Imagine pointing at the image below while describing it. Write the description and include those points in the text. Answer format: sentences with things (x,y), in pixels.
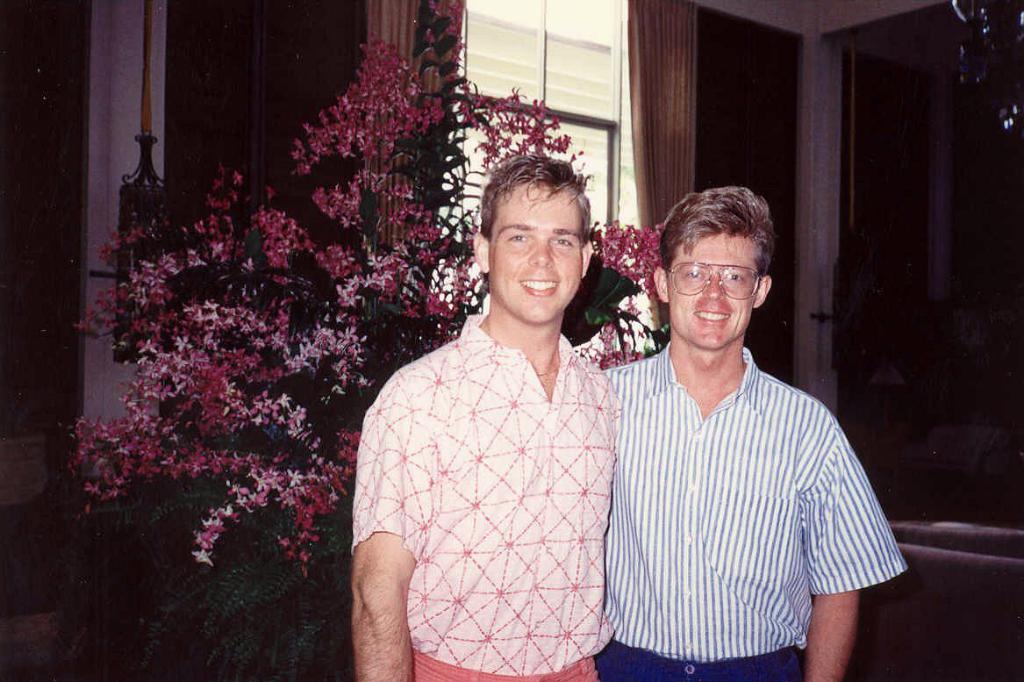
In this picture there are two boys (759,403) in the center of the image (608,267) and there is plant (355,308), on which there are many flowers (344,152) behind them and there are doors (885,306), a window (517,50) and curtain (637,49) in the background area of the image (646,118), there is sofa (955,546) at the bottom side of the image (904,547).
